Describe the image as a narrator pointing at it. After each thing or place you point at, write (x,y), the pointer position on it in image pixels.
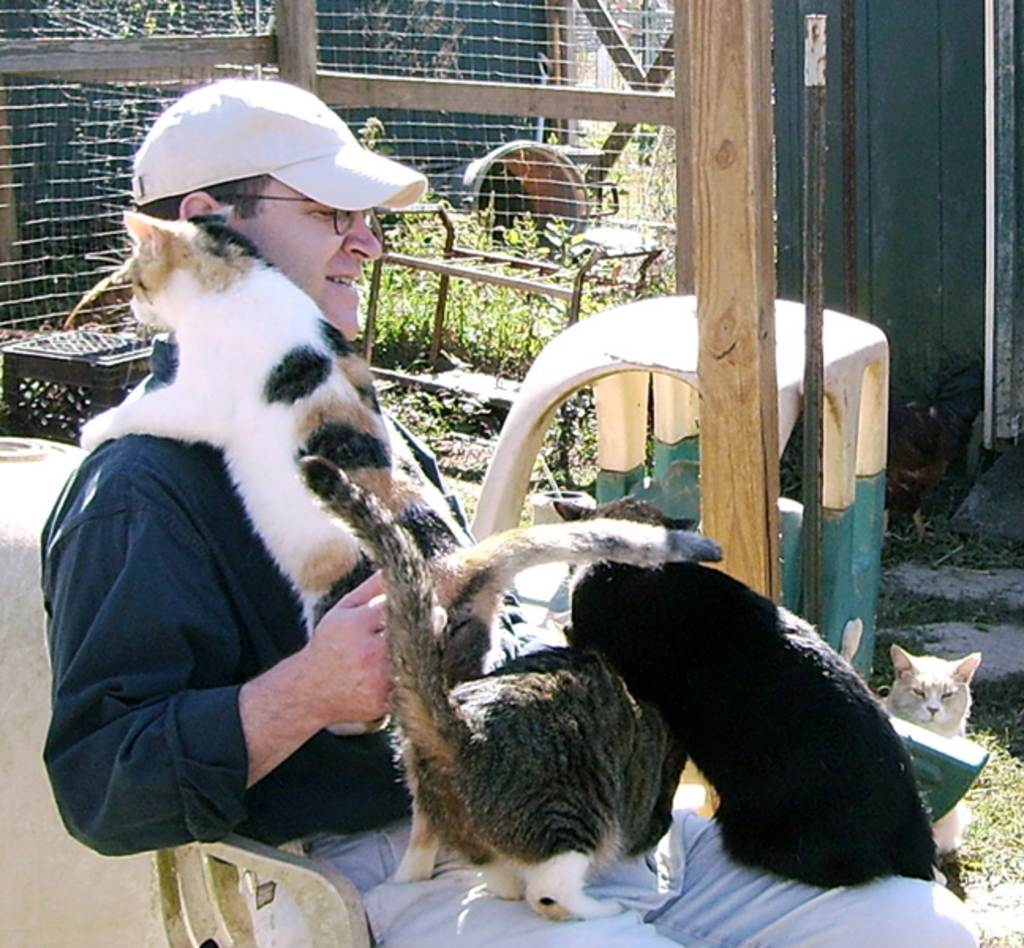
In this picture we can see a man (240,775) sitting on the chair (249,874). And there are some cats (672,730). He wear a cap (237,146) and he has spectacles (342,235). On the background (645,96) there is a fence (465,53).
